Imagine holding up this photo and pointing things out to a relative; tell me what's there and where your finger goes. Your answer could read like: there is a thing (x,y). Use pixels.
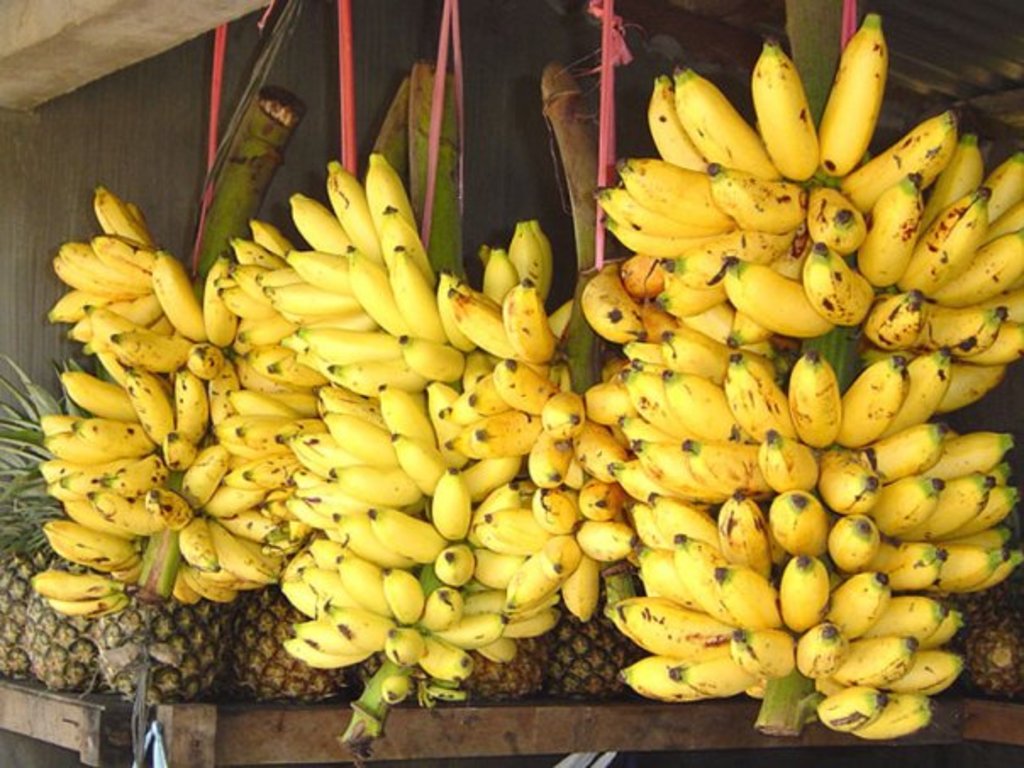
In this image, we can see bananas (702,403). There are pineapples (210,643) on the table (255,715).
